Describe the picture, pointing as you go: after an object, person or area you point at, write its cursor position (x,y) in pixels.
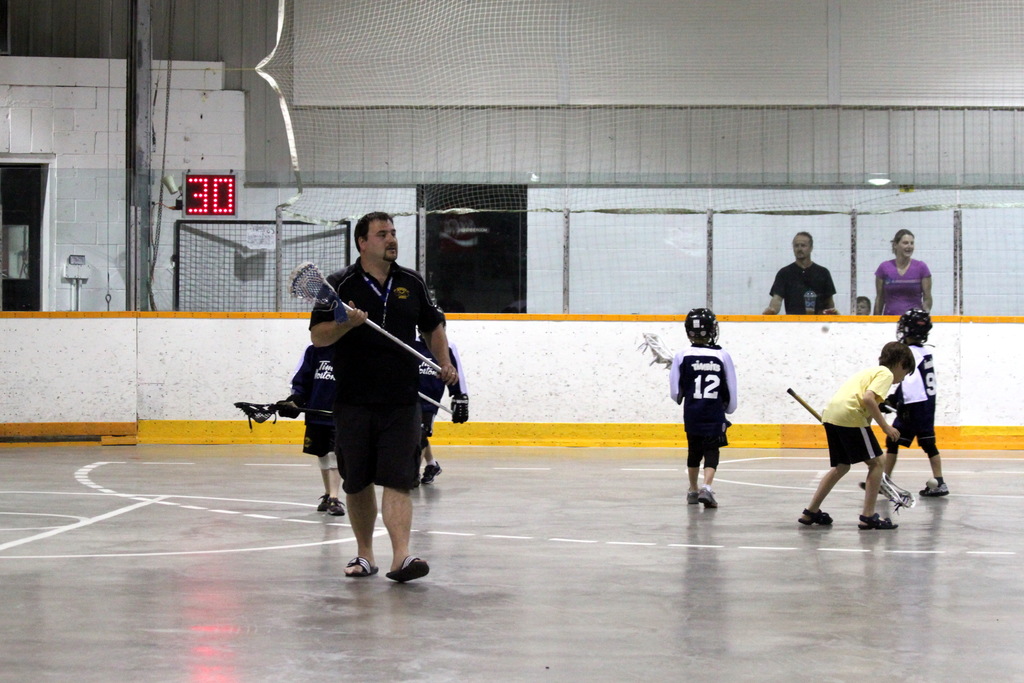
In this image I see few children (709,398) and a man (349,449) who are holding sticks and they're on the floor (383,533). In the background (960,441) I see the wall (824,387) which is of white and yellow in color and I see the net (665,85) and screen (208,184) on which there are 2 numbers (195,199) and I see women (904,299) and another man (793,282) over here and I see the light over here.
